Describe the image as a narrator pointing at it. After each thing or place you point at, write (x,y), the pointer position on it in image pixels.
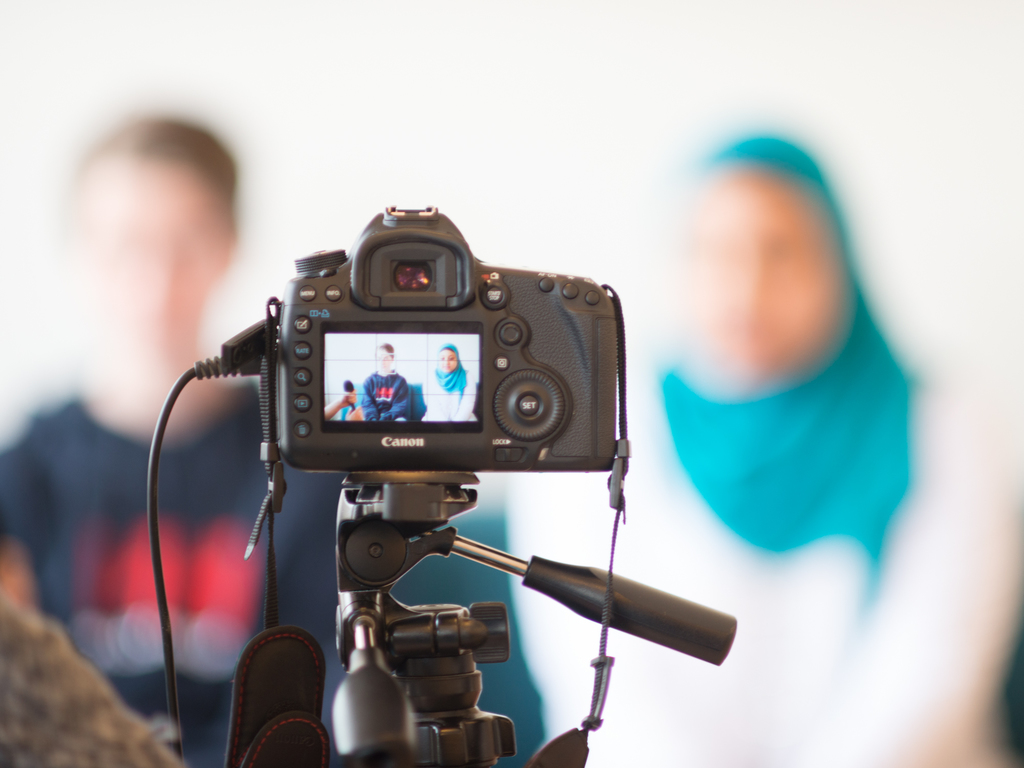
In the image we can see there is a camera (494,377) kept on the stand (396,721) and on the screen (354,392) there is a woman (453,380) and a man (397,397) are sitting on the sofa (417,391). Behind the image is little blurry.
